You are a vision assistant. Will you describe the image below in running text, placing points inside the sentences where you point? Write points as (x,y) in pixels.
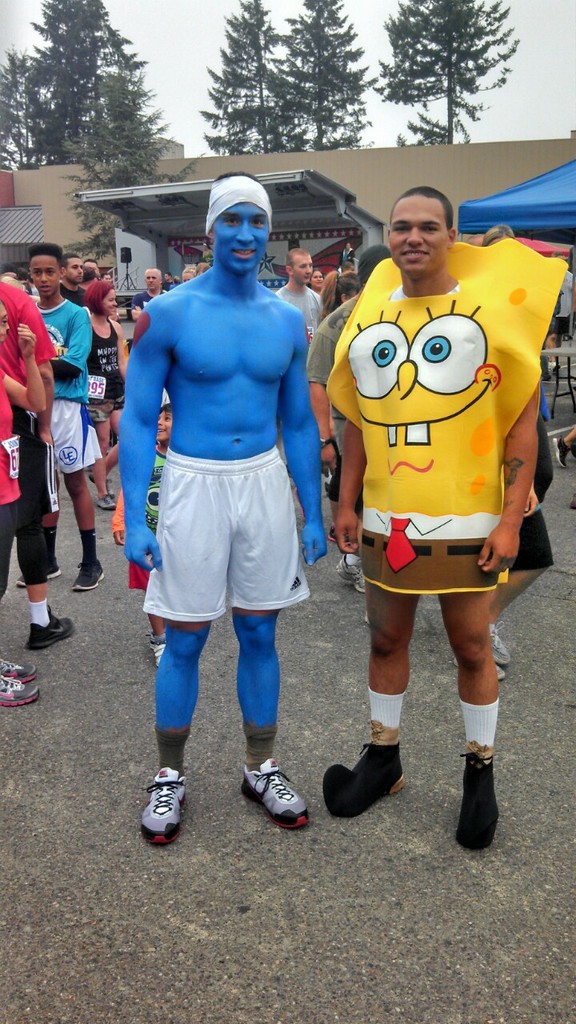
In this picture there are two persons (413,319) standing and smiling. At the back (565,291) there are group of people (36,338) and there is a building (562,144) and tent (550,225) and speaker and there are trees (76,201). At the top (188,94) there is sky (181,99). At the bottom (409,952) there is a road (454,933).
